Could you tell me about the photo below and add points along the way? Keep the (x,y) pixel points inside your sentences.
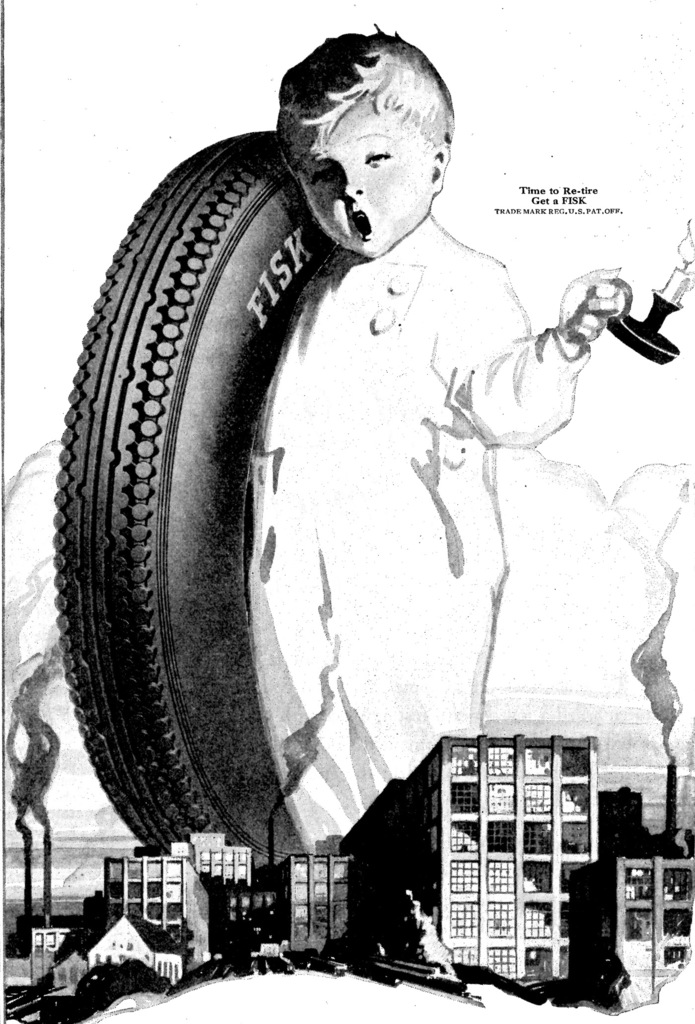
There is a poster (413,158). Which is having painting (294,365), in which, there is a child (346,331) wearing a Tyre (176,375) on his shoulder (314,289) and holding an object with other hand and standing, near buildings (458,800) and factories (476,831), which are on the ground (502,986). Beside this child (440,241), there are texts (572,213). In the background (568,625), there is smoke (48,660) and clouds (601,634). And the background (630,74) is white in color.
